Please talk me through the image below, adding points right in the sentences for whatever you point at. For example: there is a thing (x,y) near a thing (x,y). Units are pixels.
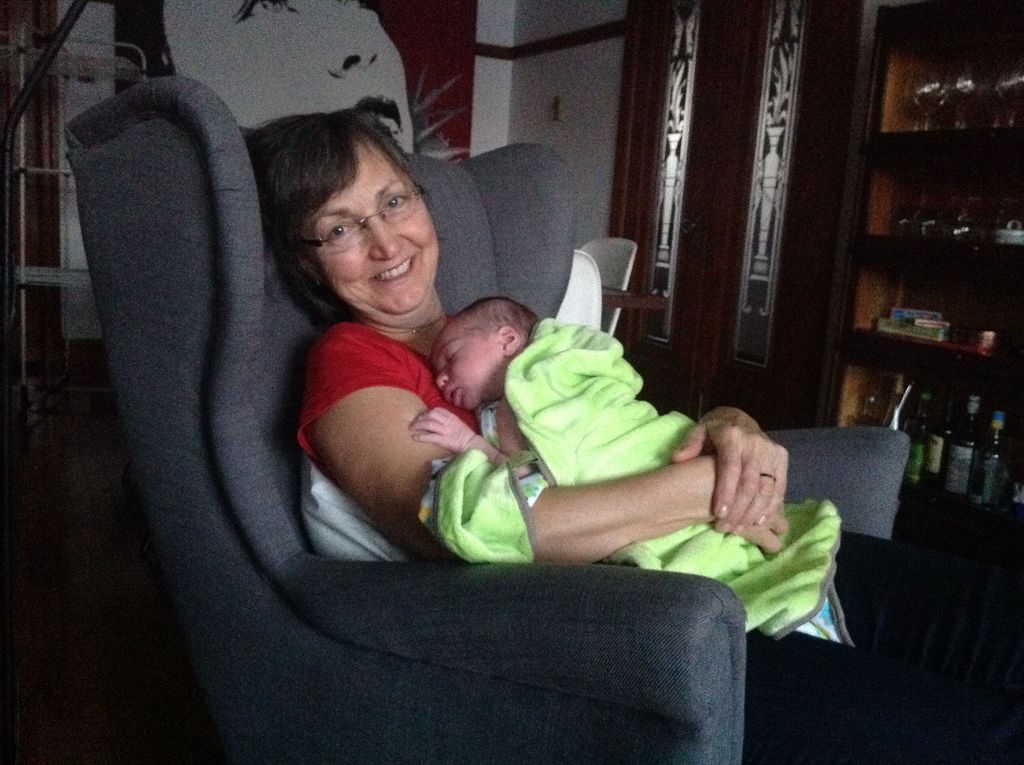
In this image, we can see a woman (790,644) sitting on the sofa (503,614) and she is holding a kid (504,407), we can see a rack (861,200), there are some bottles (950,438) and glasses (967,98) kept in the rack (903,186), we can see doors (726,209) and a wall (583,134).
